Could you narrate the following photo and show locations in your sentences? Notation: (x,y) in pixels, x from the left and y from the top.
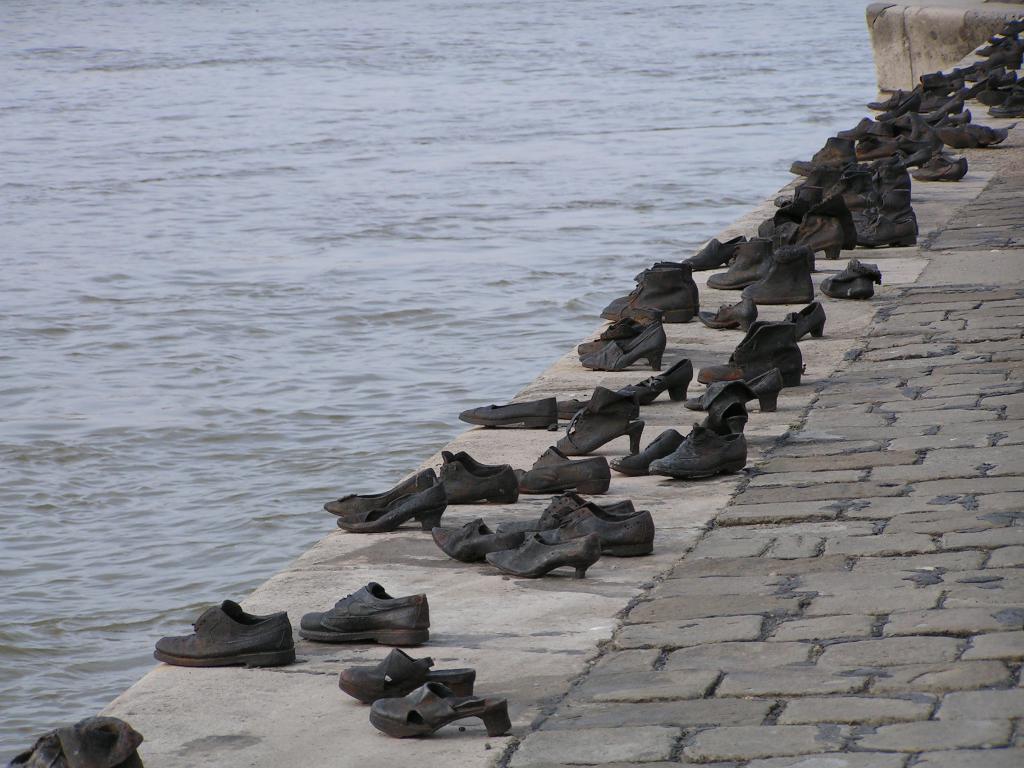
In this image I can see few sandals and shoes (368,611) which are in black color on the pathway (831,350), at left (88,387) I can see water (230,317).
